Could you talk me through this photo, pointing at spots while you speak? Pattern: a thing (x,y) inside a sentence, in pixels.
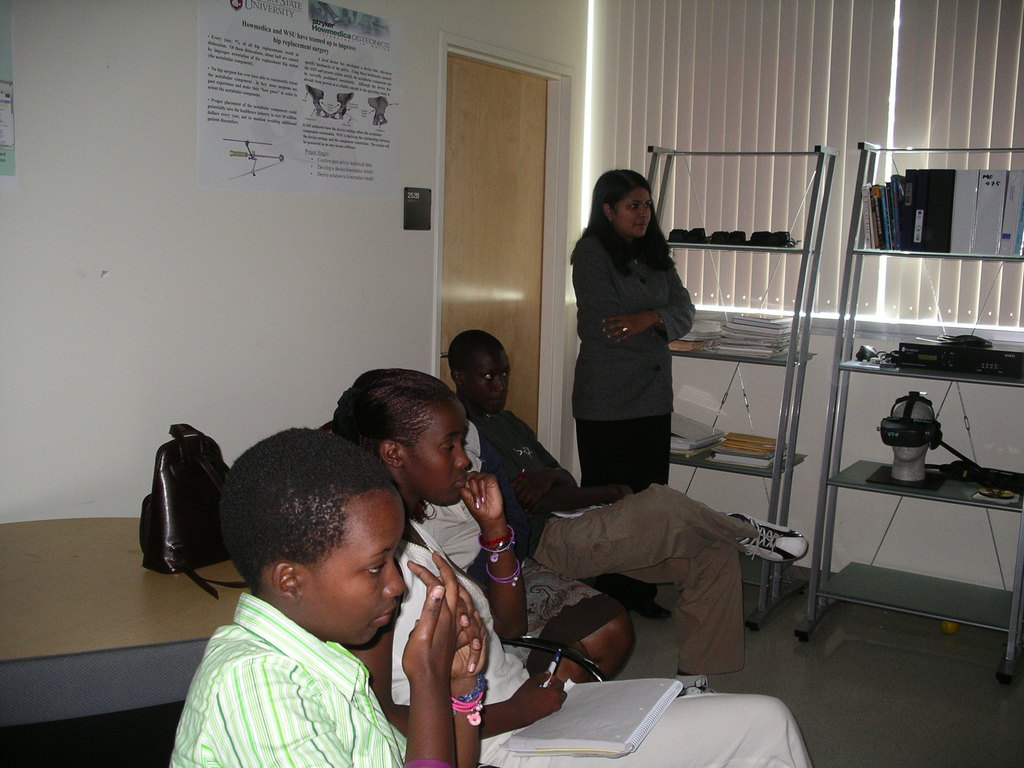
In this image I can see few persons (434,543) sitting on the chair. I can see a woman (662,481) standing. In the background (466,175) there is a door (453,178). There are two racks (979,602). I can see a big window (809,87).
